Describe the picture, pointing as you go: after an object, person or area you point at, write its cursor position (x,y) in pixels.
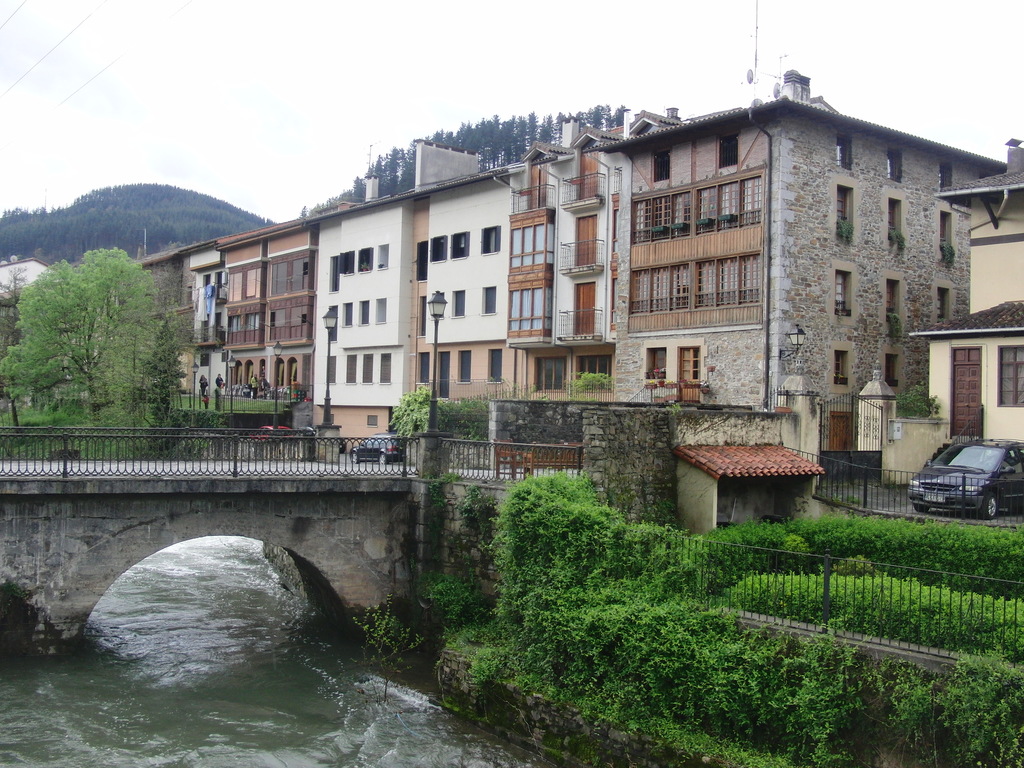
In this image there is the water (168,721) flowing. There is a bridge (146,490) across the water (288,700). There is a railing (292,460) on the bridge (393,509). In the bottom right (750,697) there are plants (613,573) and grass (806,570) on the ground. Behind the bridge (8,507) there are buildings (417,282), trees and street light poles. In the background (168,235) there are trees (403,171) and mountains (171,221). At the top (324,54) there is the sky (294,53). To the right (986,465) there is a car (952,482) parked on the ground (893,505).
